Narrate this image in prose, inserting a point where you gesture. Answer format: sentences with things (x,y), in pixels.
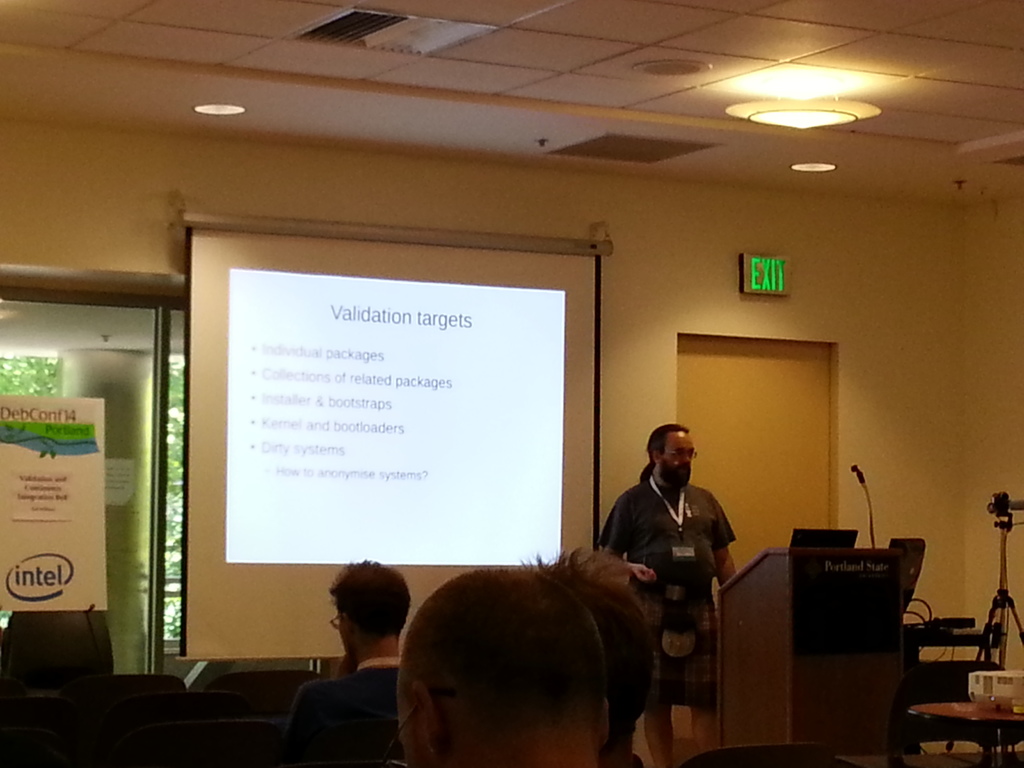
In this picture there is a man (676,508) standing. There is a podium (830,552), laptop (812,540), mic (864,483). There is a camera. There is a light (789,117), screen (378,477) and poster (52,581). There are three people (476,634) sitting on the chair (342,739).
